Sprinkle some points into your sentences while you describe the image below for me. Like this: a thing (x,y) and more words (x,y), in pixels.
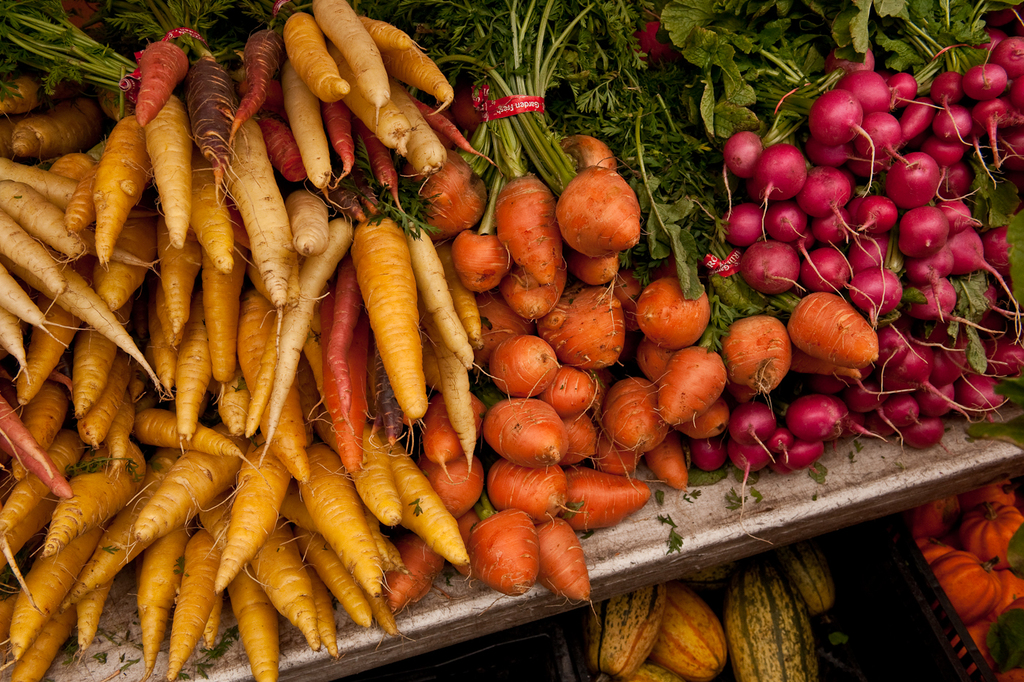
Here I can see some root vegetables (487,335) along with the plants (559,138) and leaves (607,96). These are placed on a table (659,550). Under the table (699,563) there are few boxes (910,565) which are filled with the other vegetables (978,583) like pumpkin (969,566) and squash (750,598).
